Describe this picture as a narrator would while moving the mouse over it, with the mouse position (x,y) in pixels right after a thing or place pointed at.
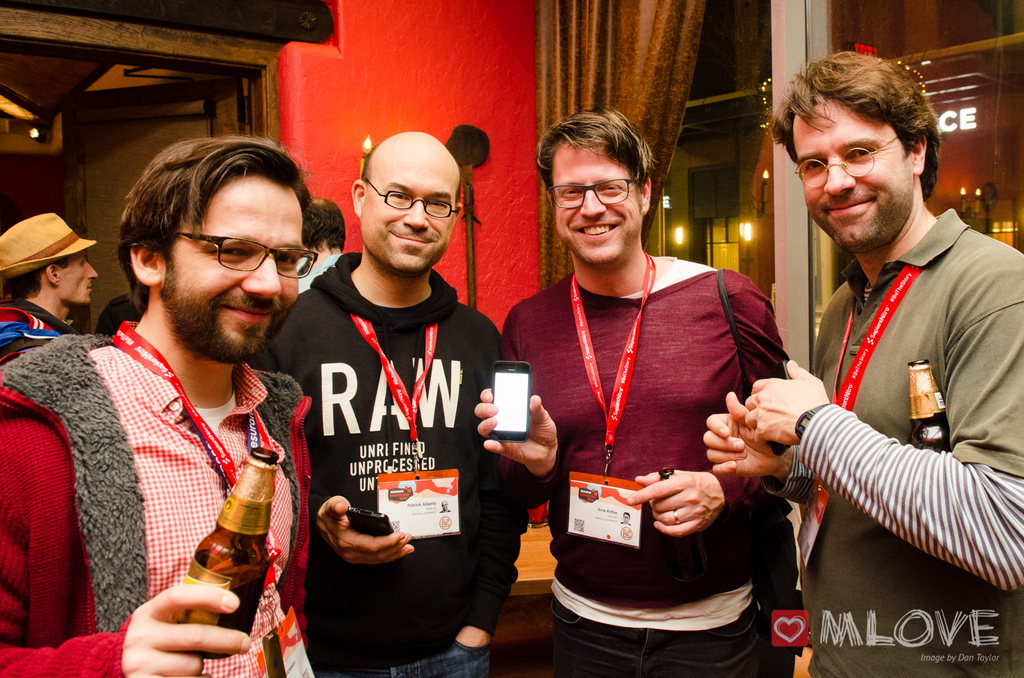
This 4 persons (396,373) are standing. This 2 persons (175,526) are holding a bottle (916,392). This person (678,434) in red t-shirt (598,433) is holding a mobile (527,383). This is curtain (588,50). The wall (460,54) is in red color. Far there are lights (681,232).
